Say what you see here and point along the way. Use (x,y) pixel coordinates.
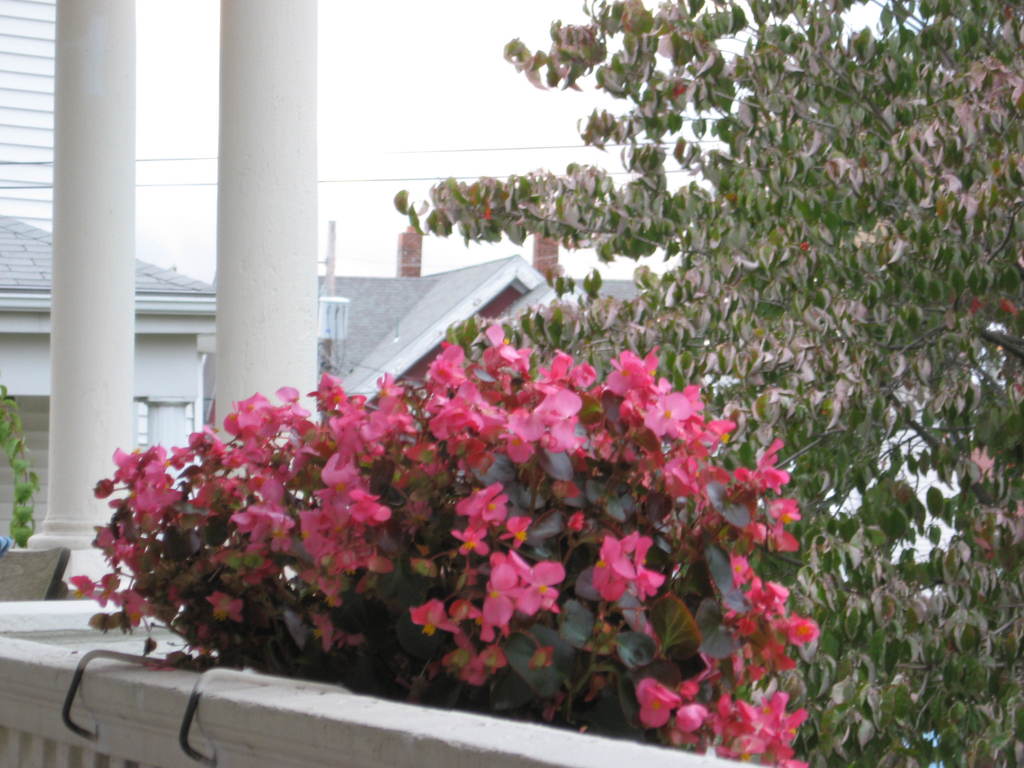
In this image I can see plants (677,586) and flowers (344,527) visible on the right side (858,358), at the bottom (380,749) I can see the wall (69,647), on the left side (119,330) I can see beams (254,321) and house (10,292) and in the middle (367,329) there is the sky (331,106) and house (392,298), power line cable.
